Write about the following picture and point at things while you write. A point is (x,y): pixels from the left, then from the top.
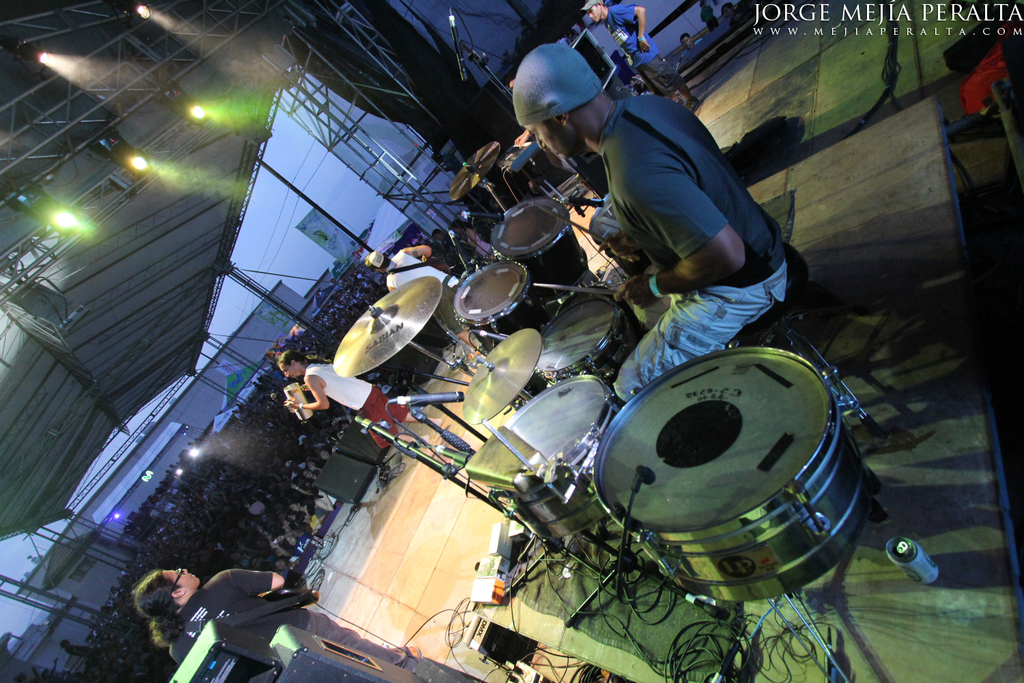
In this image there is a person (664,300) sitting and holding the sticks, drums (587,382), cymbals (531,348) to the cymbal stands (472,363), four persons (360,411) standing, group of people (311,335), lighting truss (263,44), focus lights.
